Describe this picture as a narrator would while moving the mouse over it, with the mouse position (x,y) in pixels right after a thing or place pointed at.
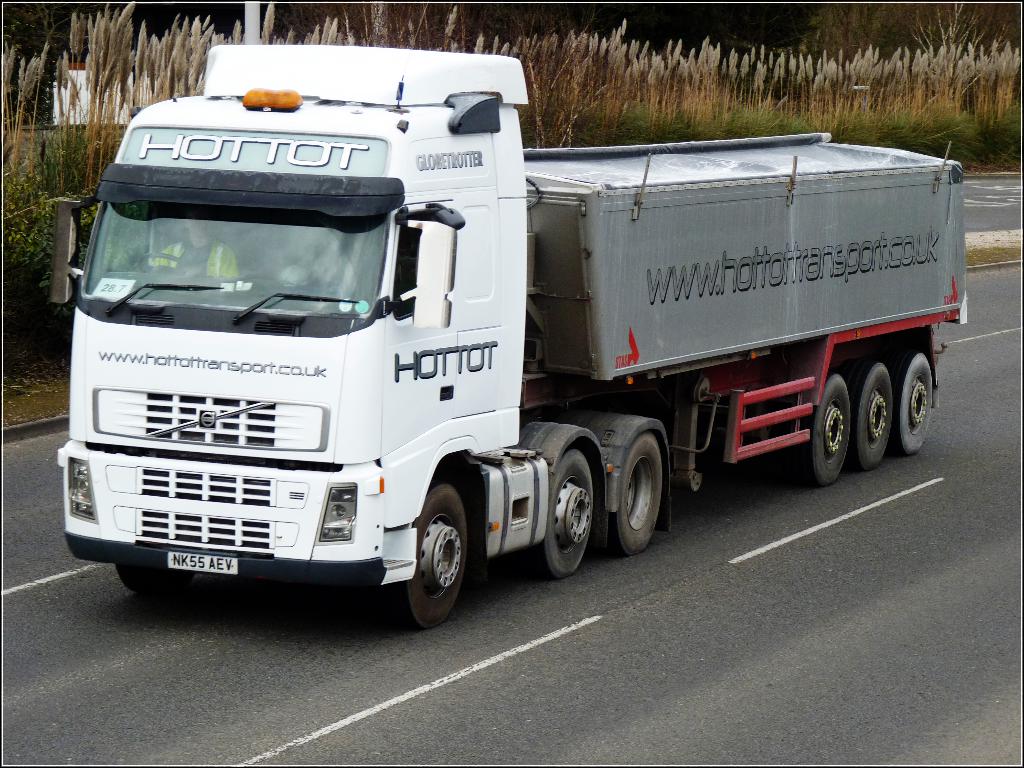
In the foreground of the image (426,366) we can see a truck (495,377) on the road (910,676). In the background of the image (747,103) there are crops (126,21) and trees (619,8).
